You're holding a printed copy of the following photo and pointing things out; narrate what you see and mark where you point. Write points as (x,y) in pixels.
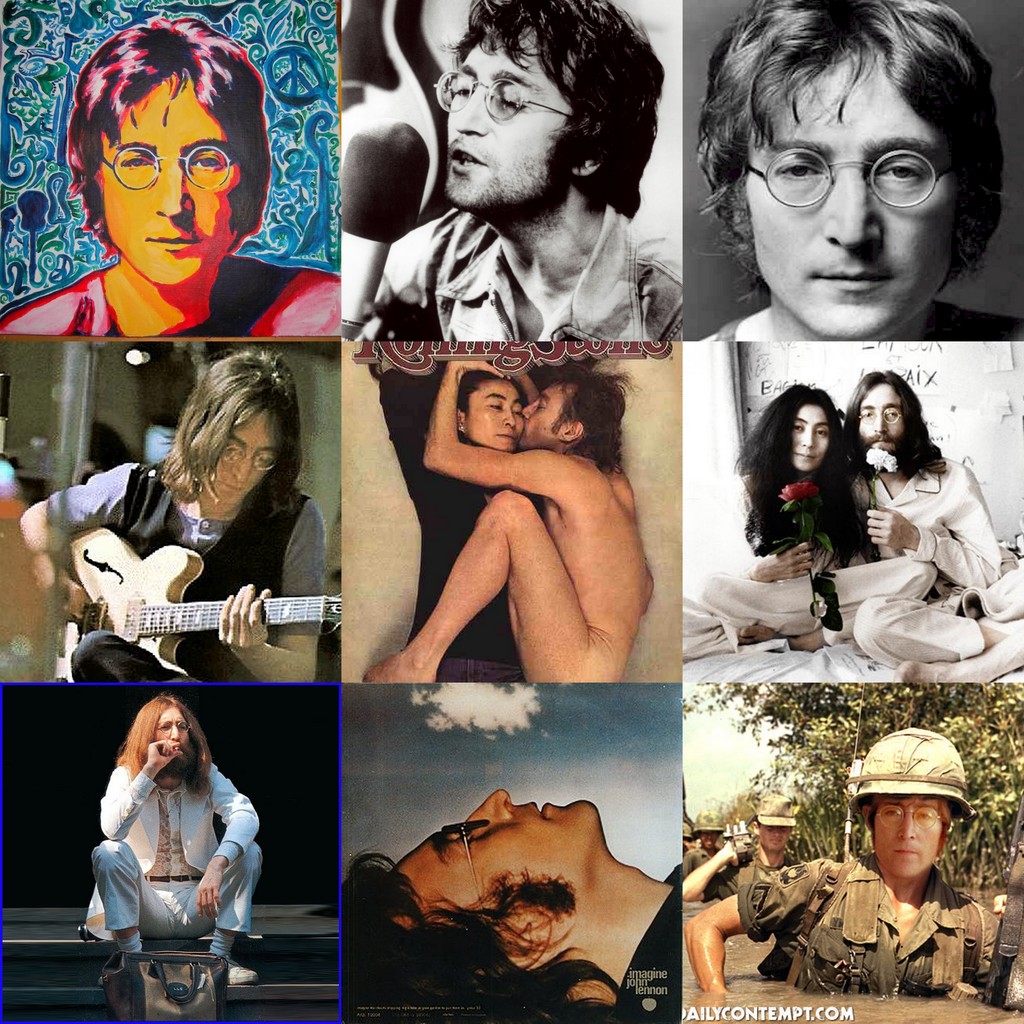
In the center of the image (546,497) there is a man (547,517) who is kissing to a women (508,423). On the right (950,548) there are two person (847,566) who are sitting on a bed (851,651) and holding a flower (876,461). On the top (571,168) there is a person (515,160) who is singing on a mic (371,222). On the left (248,491) there is a man (256,561) who is playing a guitar (154,598). Bottom left (184,873) there is a man (159,789) who is sitting. On the top right (960,191) there is a person (823,219) who wears a spectacle (859,163). On the bottom right corner (881,833) there is a military man (942,898) who is wearing a helmet (897,777) and jacket (897,950) behind him there is a tree (975,721).
